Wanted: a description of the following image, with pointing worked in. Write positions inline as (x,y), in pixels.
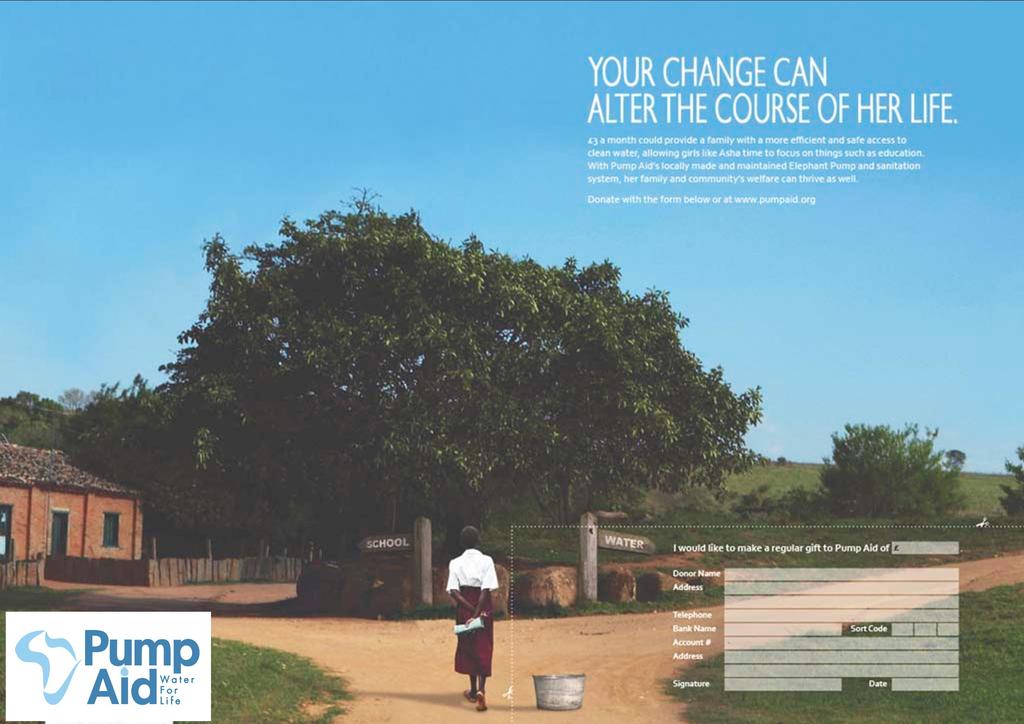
This image is clicked outside. There are trees (482,441) in the middle (446,472). There is a house (84,515) on the left side (70,471). There is a person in the middle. There is sky (398,185) at the top (339,197). There is something written at the bottom (827,577) and top.
